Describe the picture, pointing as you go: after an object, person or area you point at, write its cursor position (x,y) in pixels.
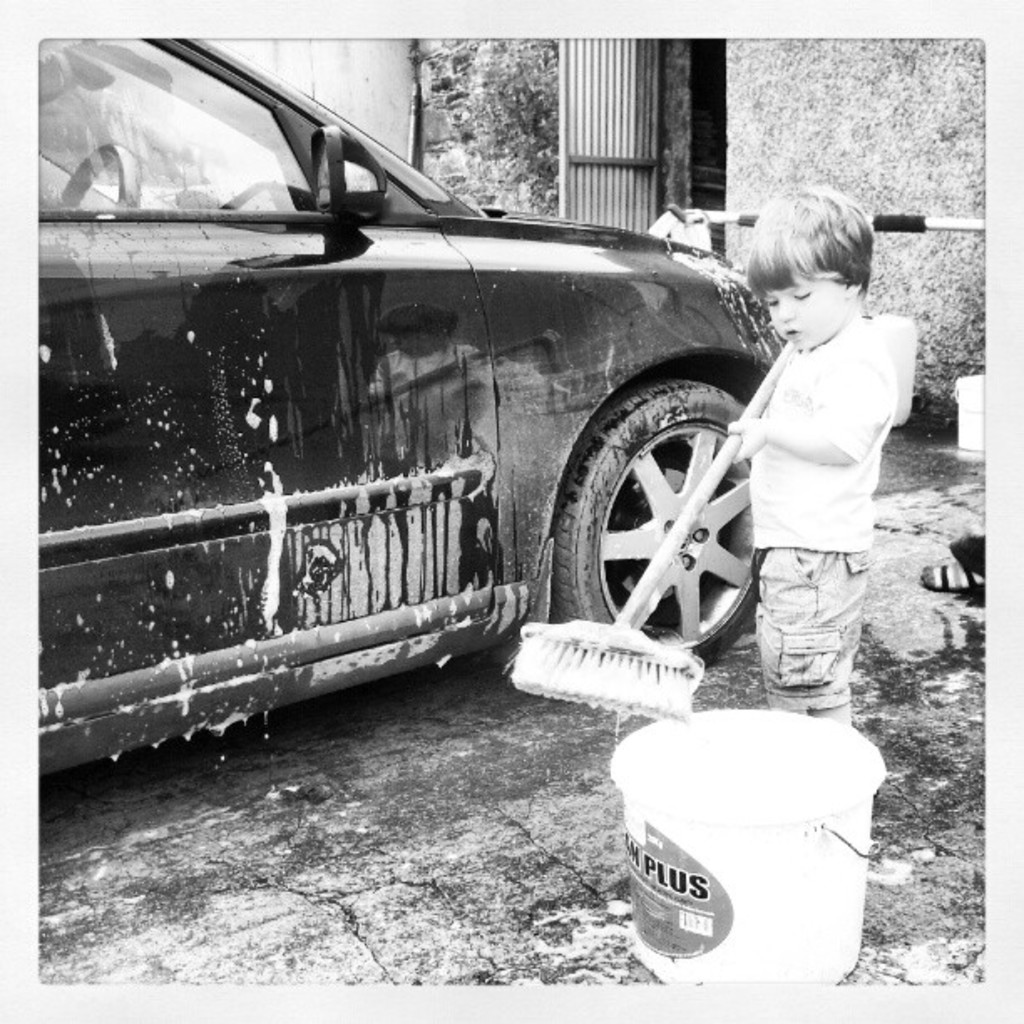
This is a black and white pic. On the right side (789,502) we can see a kid (773,501) is standing and holding mop (718,457) in his hands (742,452) and there is a bucket (672,866) and objects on the ground (493,862). On the left side (336,454) we can see a car (578,268). In the background (723,136) we can see door (566,128), wall (745,133) and objects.
